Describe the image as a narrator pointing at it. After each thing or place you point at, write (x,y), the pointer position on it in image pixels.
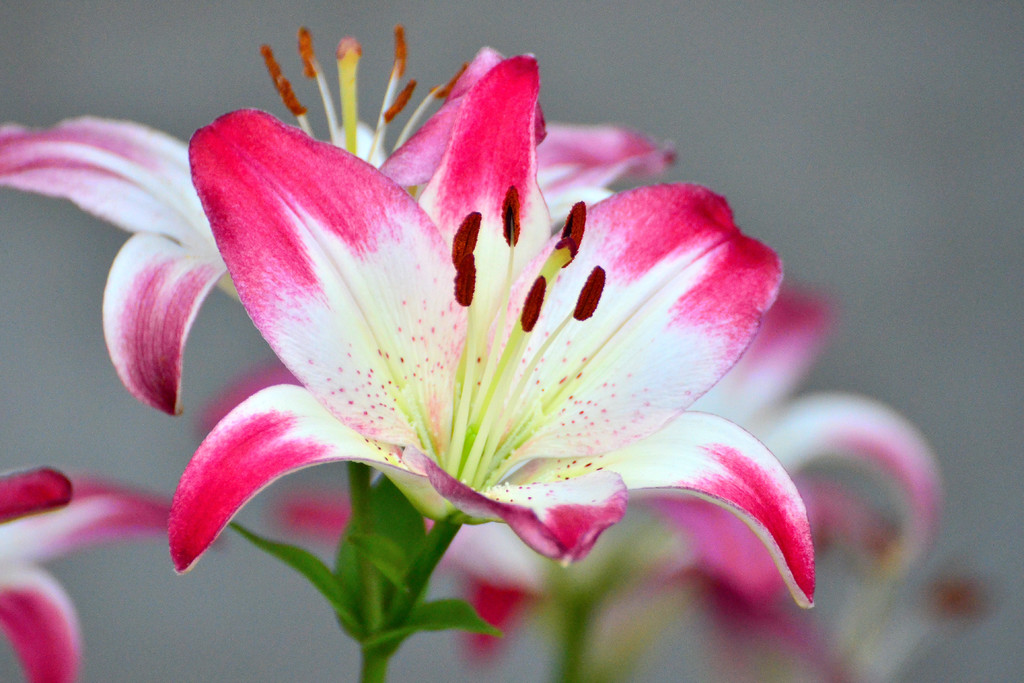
In this image there are few flowers (188,319). The background (750,117) is blurry. These are leaves (324,593).
